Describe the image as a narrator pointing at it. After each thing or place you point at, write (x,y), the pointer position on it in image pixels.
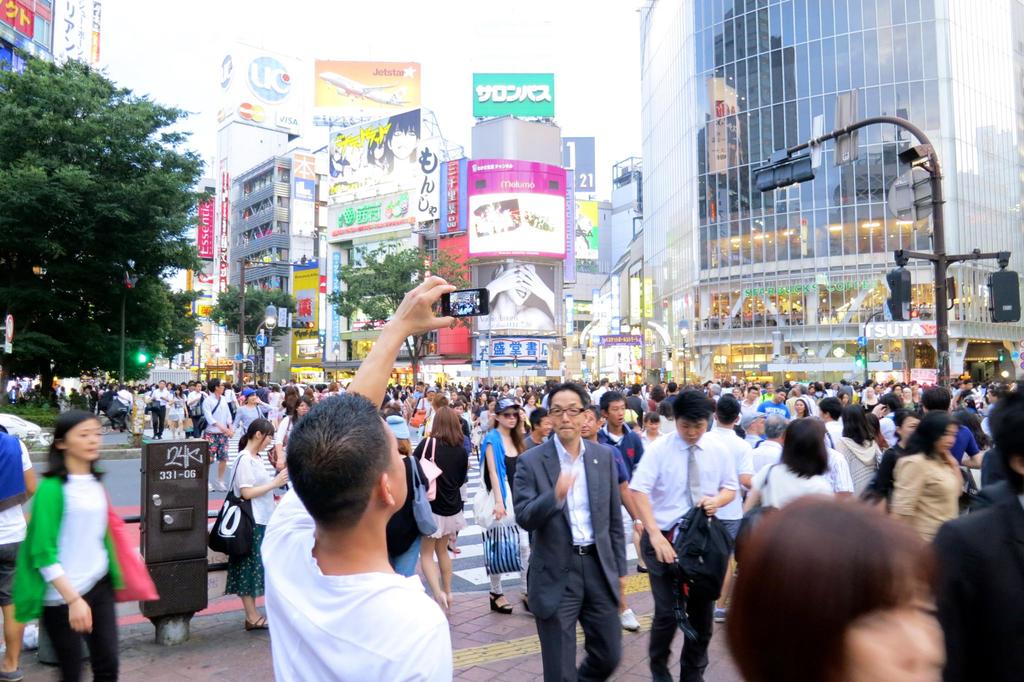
In this image I see number of people (507,397) who are on the path (208,497) and I see that this man (354,540) is holding a mobile phone (448,308) in his hand (409,320). In the background (414,370) I see the trees (26,353), poles (245,303) and I see the traffic signals (891,295) over here and I see number of buildings (822,39) and I see number of boards (421,173) and I see something is written on them.
